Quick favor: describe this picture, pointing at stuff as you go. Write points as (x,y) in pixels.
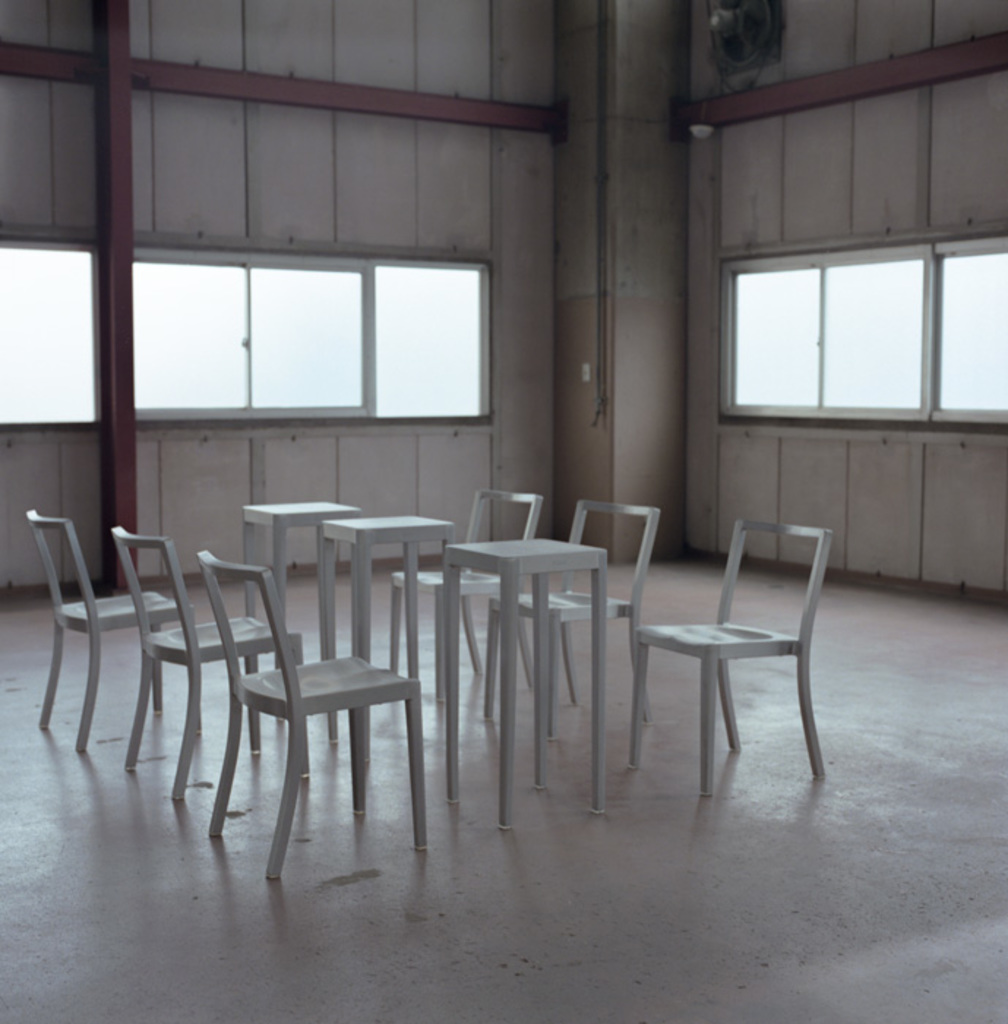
In the image there are tables (459,604) and chairs (442,604) on the floor (85,1000) and in the back (869,320) there are glass windows (869,320) on the wall (683,277).
